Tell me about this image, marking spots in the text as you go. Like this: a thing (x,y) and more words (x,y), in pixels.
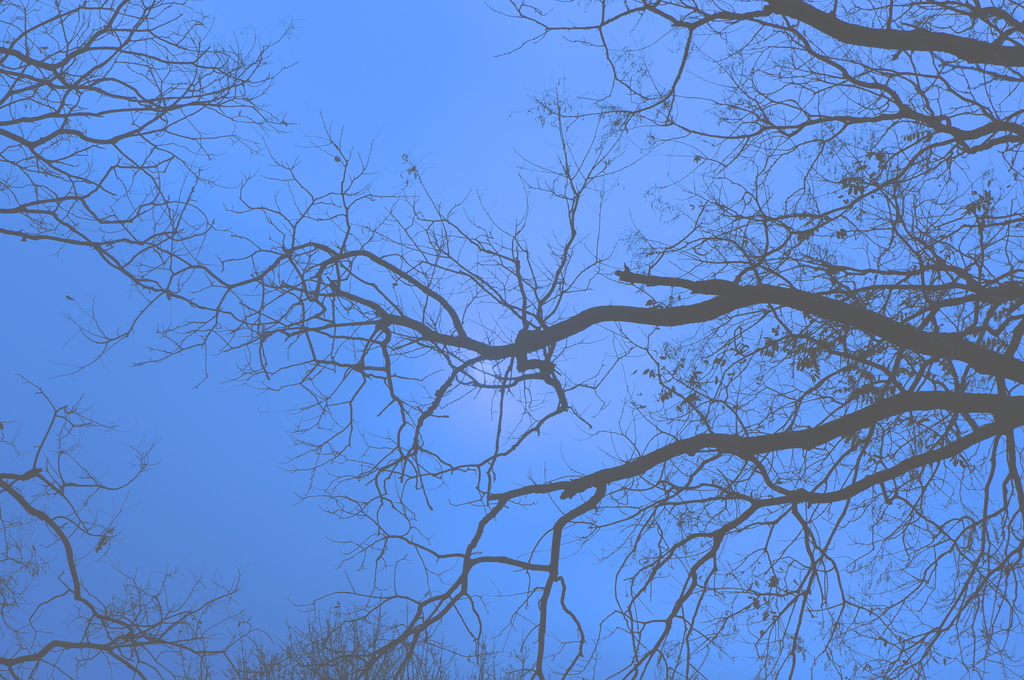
In this image, we can see some branches (854,40). In the background of the image (275,382), there is a sky (428,246).
